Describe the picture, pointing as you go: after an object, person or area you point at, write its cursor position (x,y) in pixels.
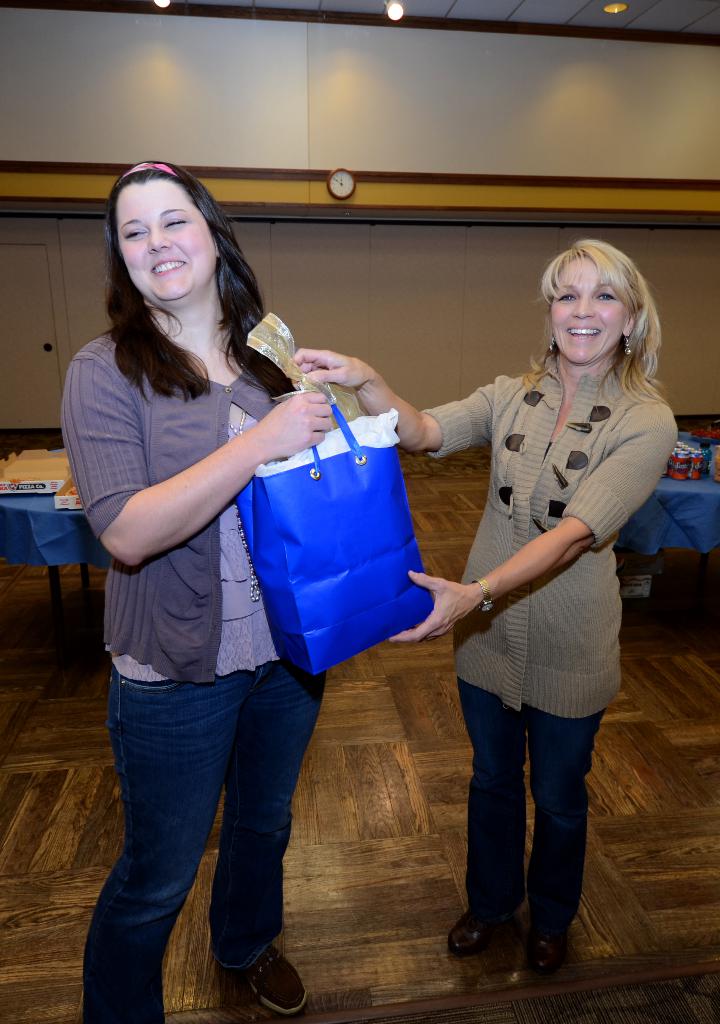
Here we can see two women (451,587) standing on the floor (461,985). They are smiling and holding a bag (345,573) with their hands (332,424). There are tables (704,556). On the table (673,496) we can see cloths (669,542). In the background (574,220) we can see wall (439,331), clock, and lights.
